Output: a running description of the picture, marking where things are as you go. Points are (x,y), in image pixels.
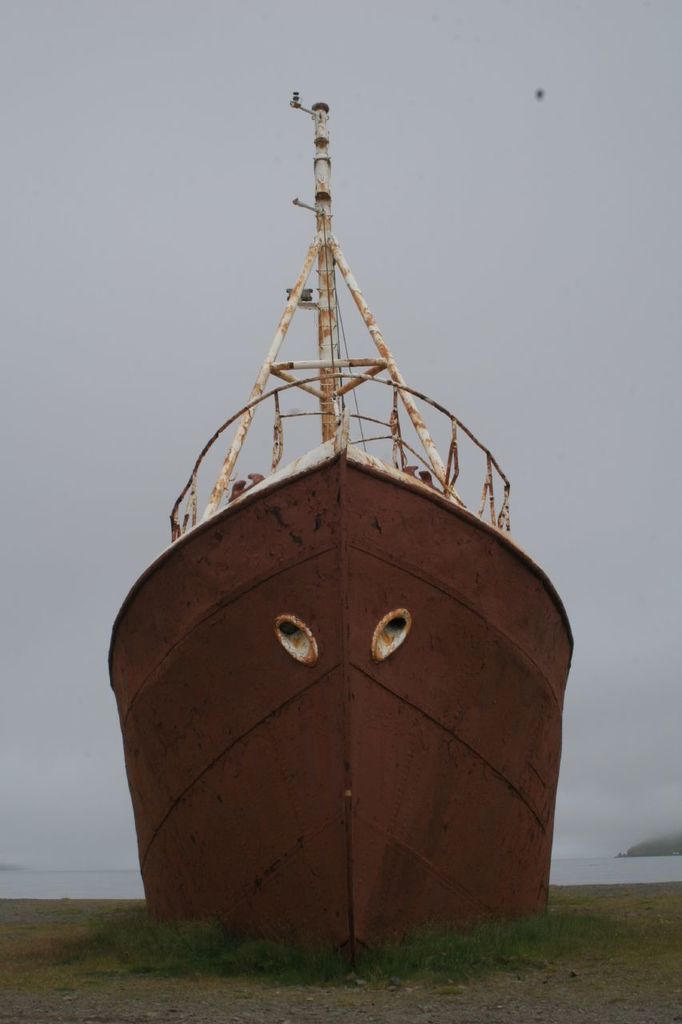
This picture consists of a boat (454,602) and the sky (551,320) visible in the background (150,204).
